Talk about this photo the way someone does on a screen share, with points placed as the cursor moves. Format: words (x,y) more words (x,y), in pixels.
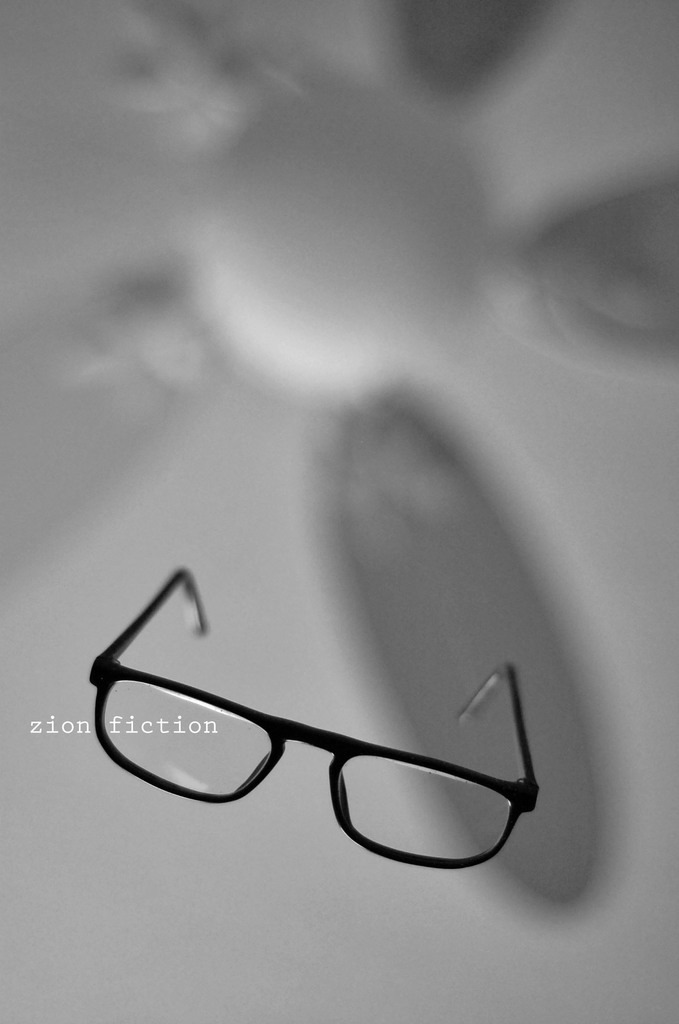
In this image we can see spectacles (394,774) and a blurry background (345,587).
